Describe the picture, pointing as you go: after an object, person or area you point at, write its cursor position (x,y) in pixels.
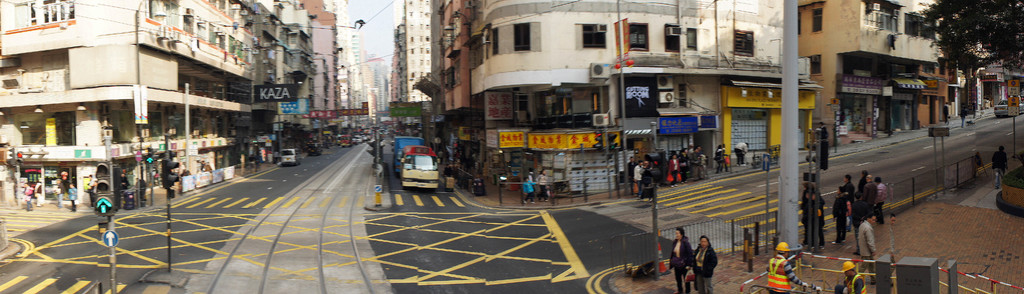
The picture is taken inside a city (114,102). On the right (965,266) there are poles (816,163), sign boards (939,130), railing (932,187), footpath (945,205), trees (957,43), buildings (868,56), car (998,113) and people (834,217). In the center of the picture (422,176) there are people (671,170) buildings (595,167), poles (622,52), vehicles (417,158), hoardings (401,111), railing (628,253) and road (406,242). On the left (120,23) there are building (249,95), hoardings (272,95), signal light (115,196), road (178,218) and vehicles (281,159). In the center of the background (436,33) there are buildings (348,92) and vehicles (357,130). It is sunny.
